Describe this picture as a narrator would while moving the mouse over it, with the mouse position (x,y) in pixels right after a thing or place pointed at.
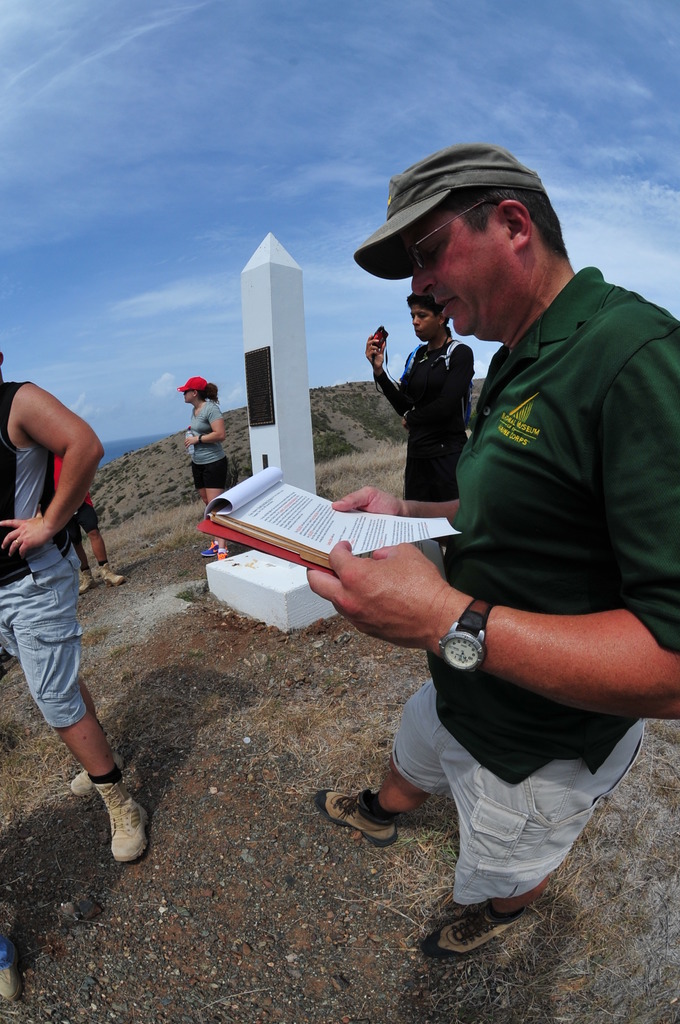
In the center of the image (409,563) there is a person (395,562) standing and holding a book (272,548). In the background (147,455) we can see persons (192,414), pillar (270,240), hill (239,409), sky (229,362) and clouds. On the left side of the image (87,473) we can see person (12,541) standing on the ground (54,827).
